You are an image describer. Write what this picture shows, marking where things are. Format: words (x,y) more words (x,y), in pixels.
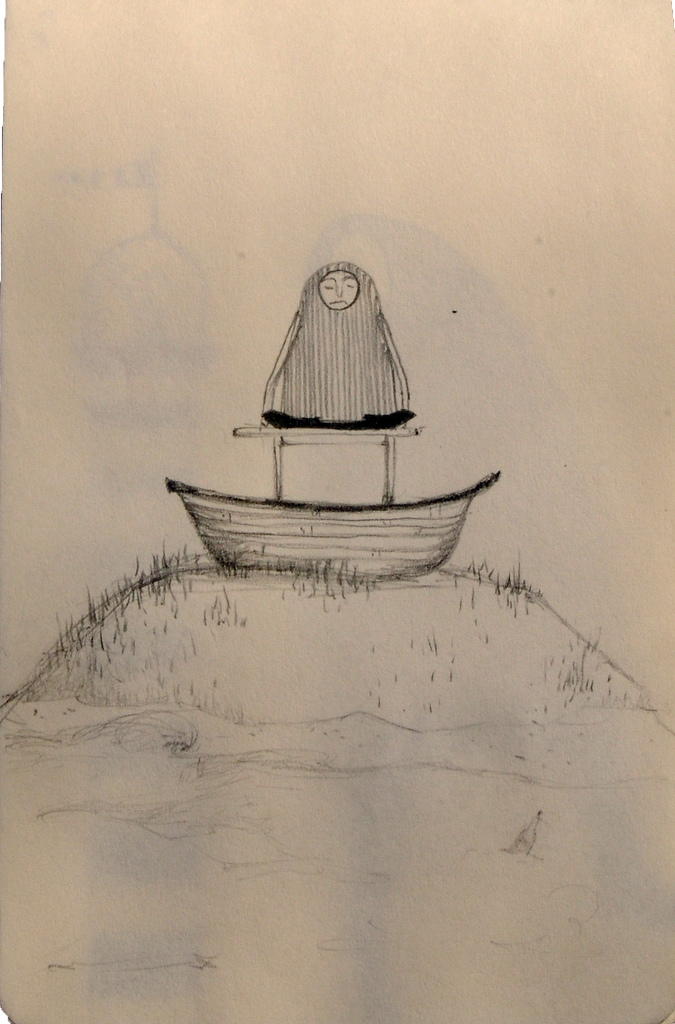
We can see drawing (318,417) of boat (227,553) and person (326,420). In the background (275,276) it is cream color.
